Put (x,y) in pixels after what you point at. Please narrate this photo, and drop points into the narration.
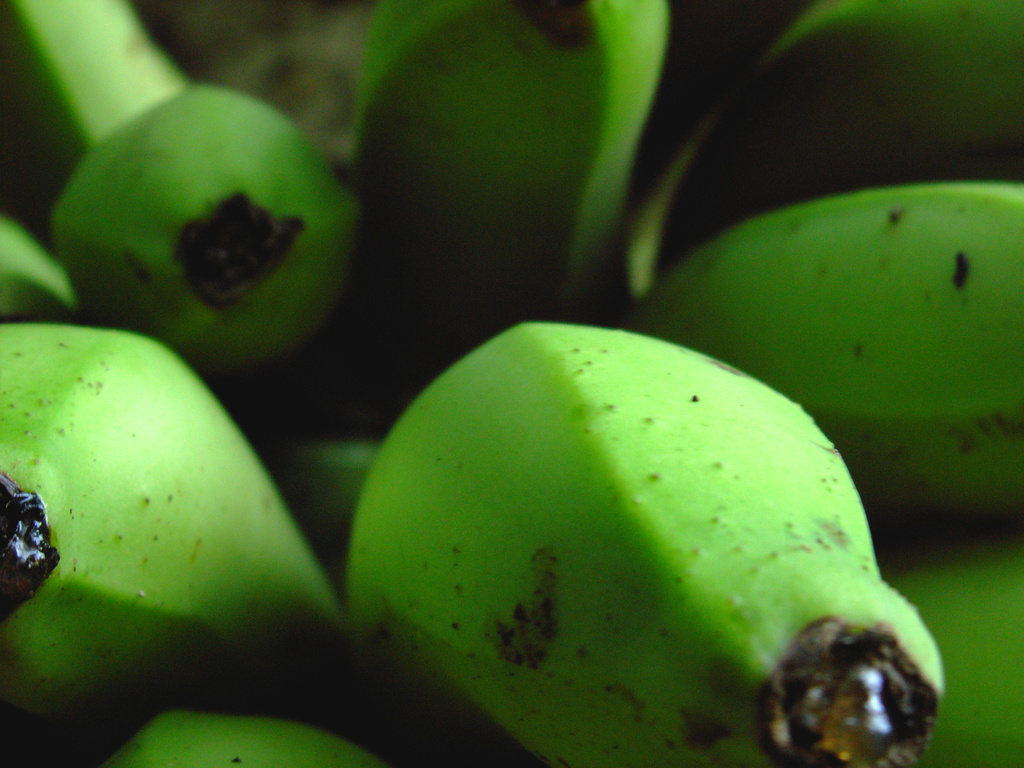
In this image I can see few green colour bananas (517,358). I can also see this image is little bit blurry from background (191,35).
